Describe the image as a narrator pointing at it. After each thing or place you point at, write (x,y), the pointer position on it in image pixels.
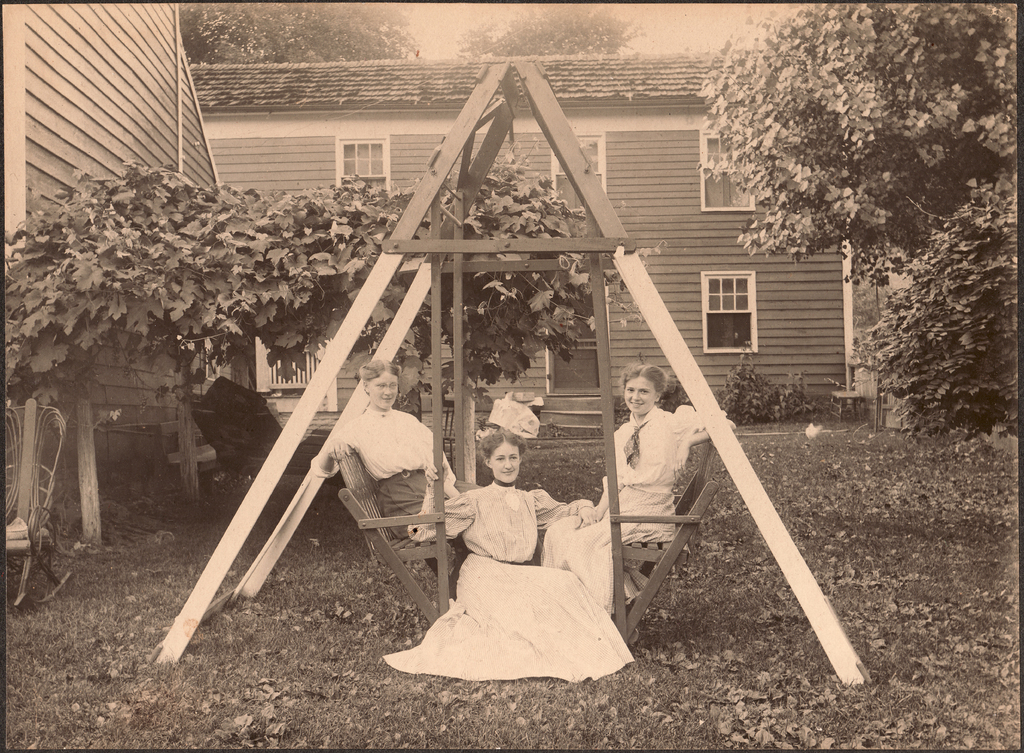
In the center of the image (438,311) we can see a stand (377,535) and there are people (430,499) sitting. In the background (52,117) there is a building (284,131) and we can see trees (852,167). On the left (28,567) there is a chair (35,543).
